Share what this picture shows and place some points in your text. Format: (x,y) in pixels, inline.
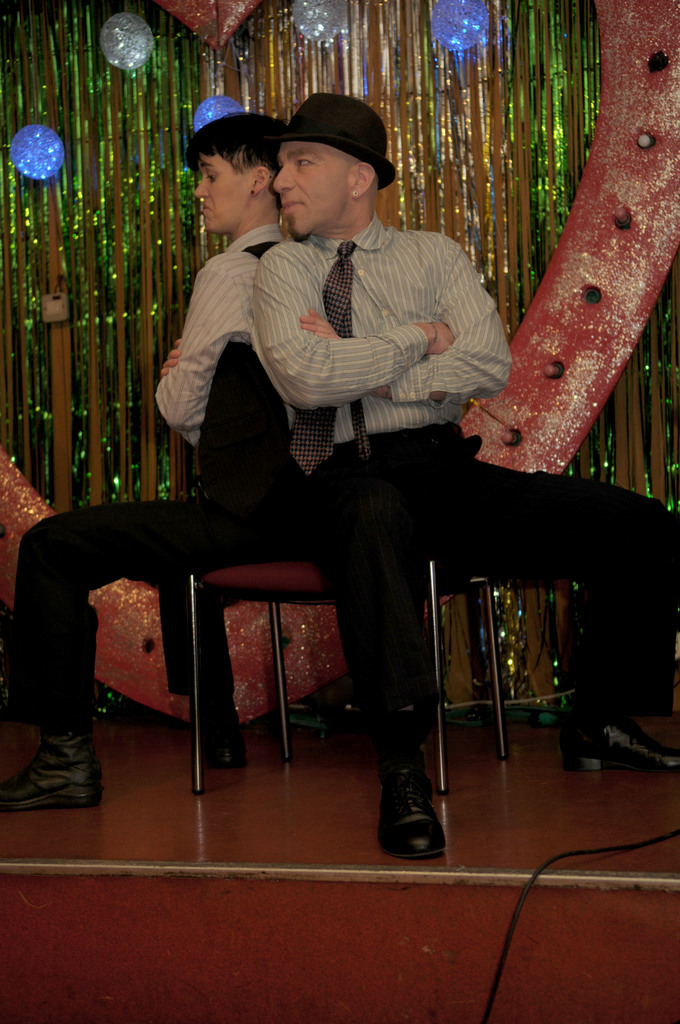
It seems to be a stage (457,855). Here I can see two persons (378,394) sitting on a chair (237,582) and looking at the left side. One person (320,303) is wearing a cap (350,136) on the head (339,155). The background (43,159) is decorated with some balloons (314,35) and lights (473,26).
